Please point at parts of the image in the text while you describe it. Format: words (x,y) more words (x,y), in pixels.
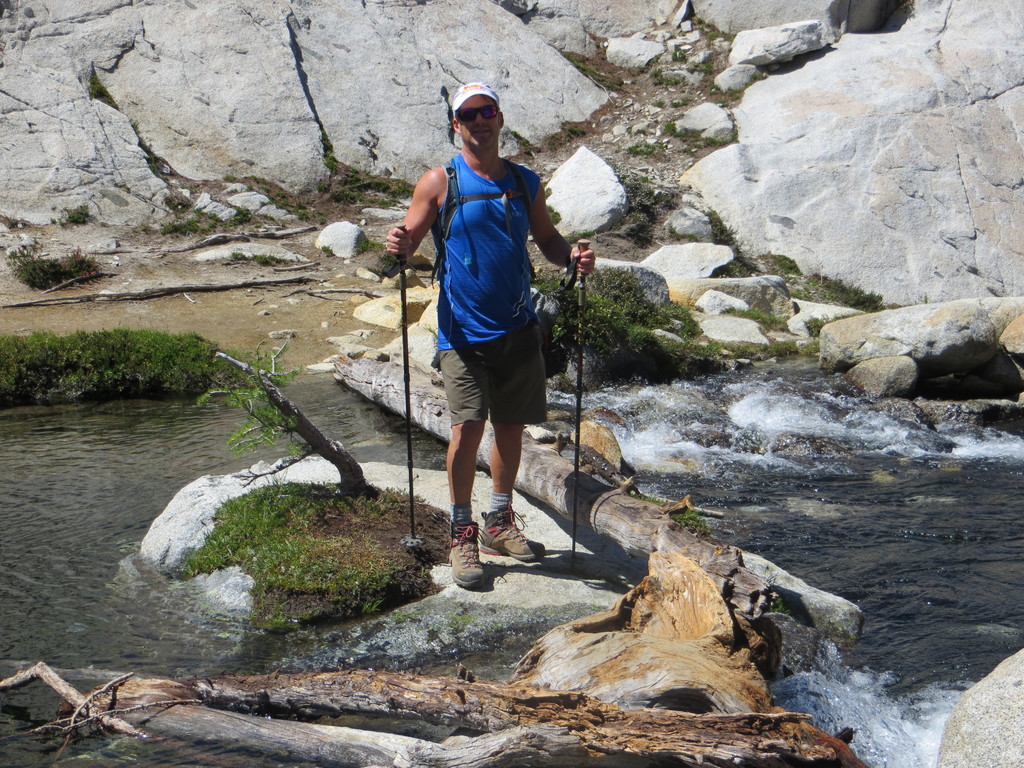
In this image there is a person (488,514) with trekking poles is standing on the rock (324,519), and in the background (345,387) there is water (129,436), there are rocks (969,194) and grass (248,501).
